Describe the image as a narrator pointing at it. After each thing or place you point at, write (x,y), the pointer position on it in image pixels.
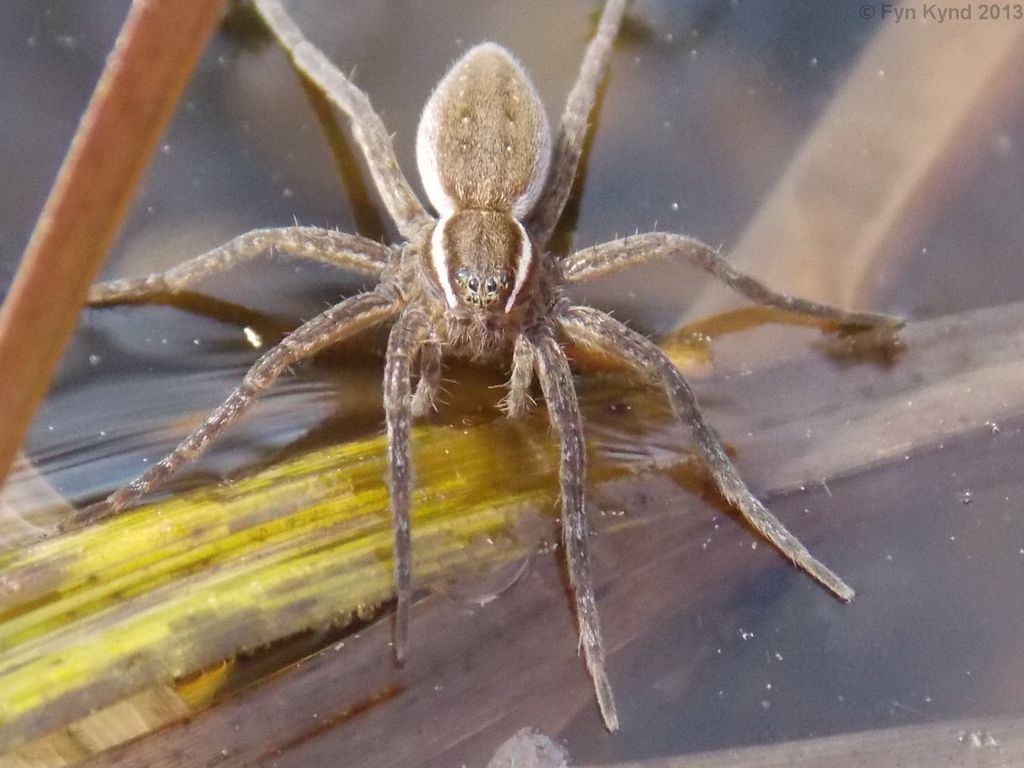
In this picture we can see spider (489,284) on the water (651,513). Here we can see plants (19,369).
